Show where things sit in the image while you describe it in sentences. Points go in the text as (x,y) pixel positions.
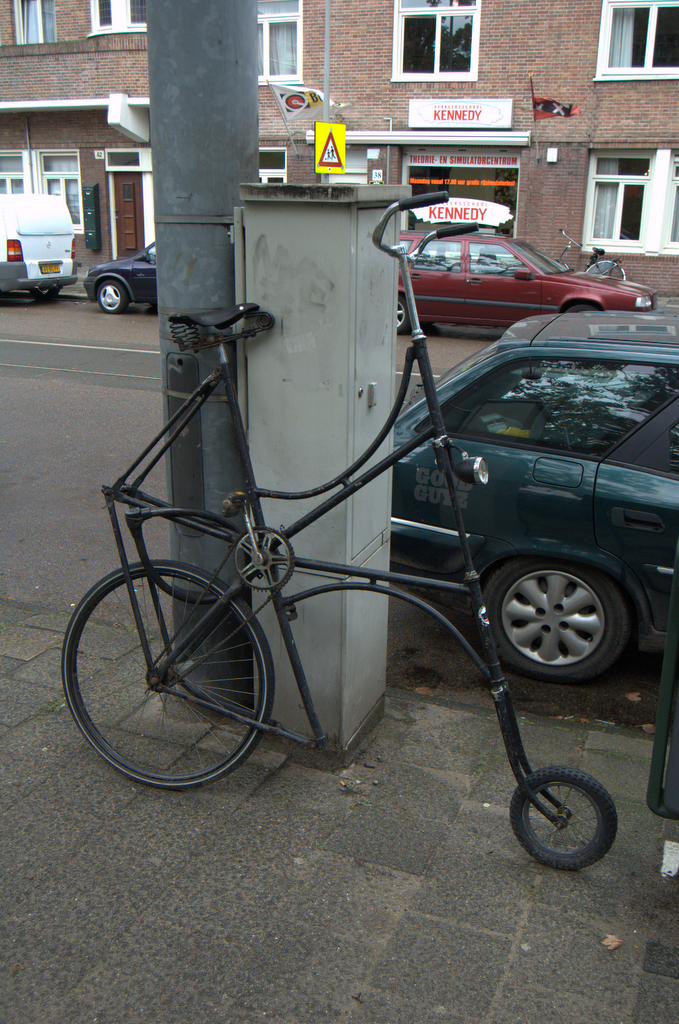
In this image I can see a bicycle (245,603). There are poles (164,58), name boards (432,212), vehicles (399,421), buildings (491,10), windows (414,177), curtains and there are flags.
